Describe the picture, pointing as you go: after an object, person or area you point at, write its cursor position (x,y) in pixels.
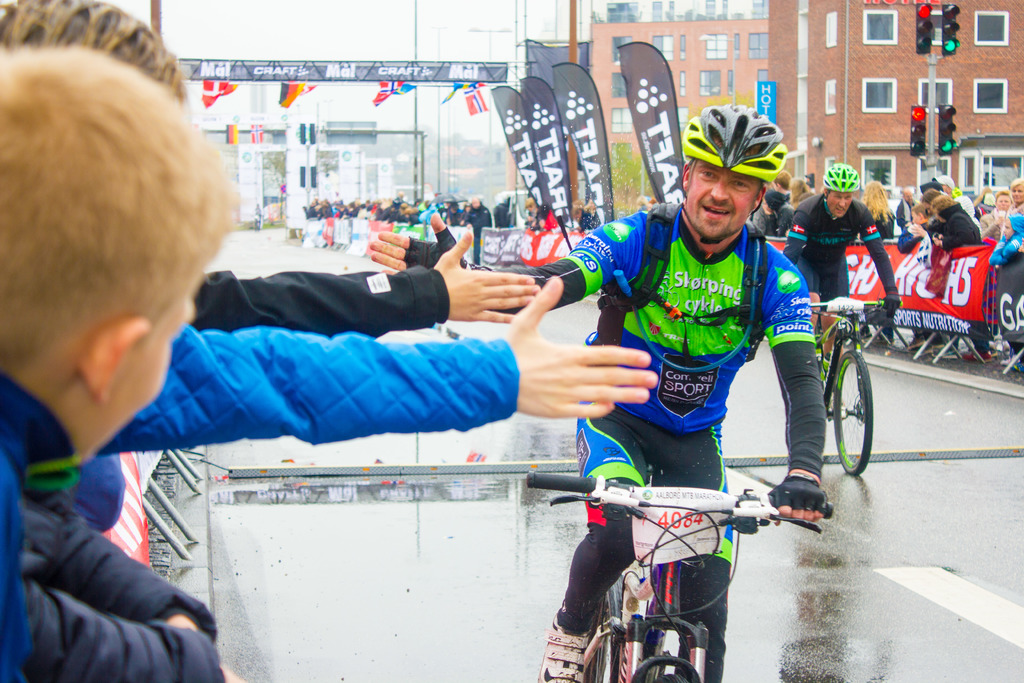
people (629,326) are riding bicycles (720,527) on the road (471,554). on the left (114,299) and right people (767,184) are watching them. at the right (767,61) there are buildings (817,56) and traffic signals (920,52).
